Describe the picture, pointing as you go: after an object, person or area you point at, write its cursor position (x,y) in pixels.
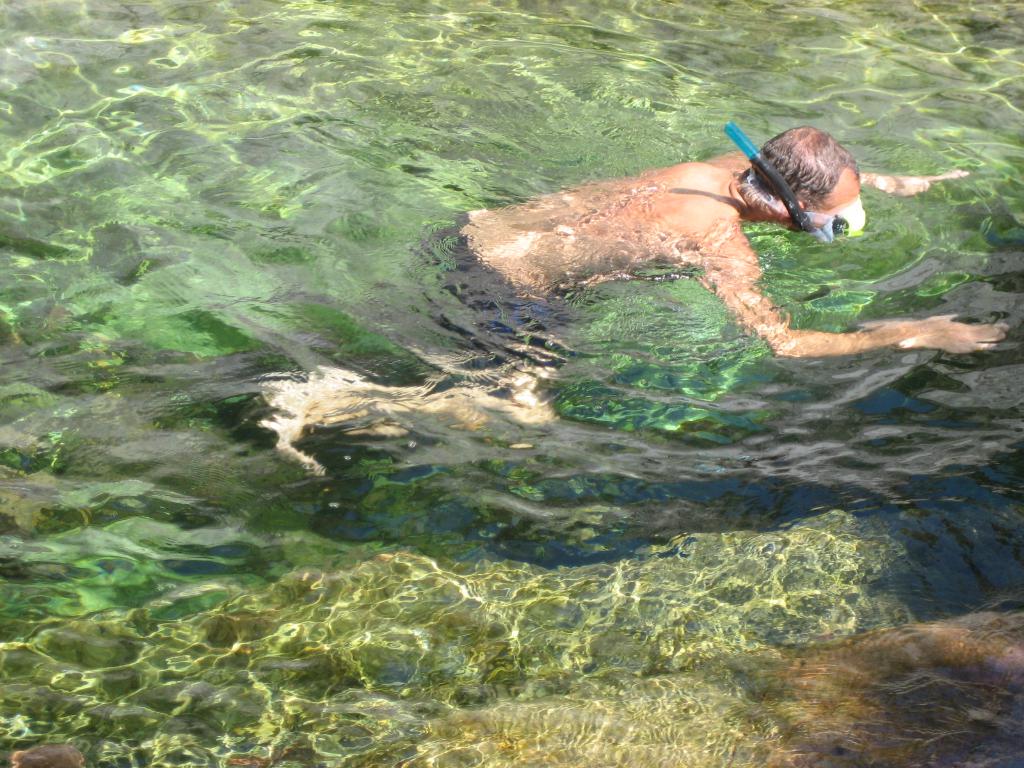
In this image there is a person (488,238) swimming in the water (500,620).
